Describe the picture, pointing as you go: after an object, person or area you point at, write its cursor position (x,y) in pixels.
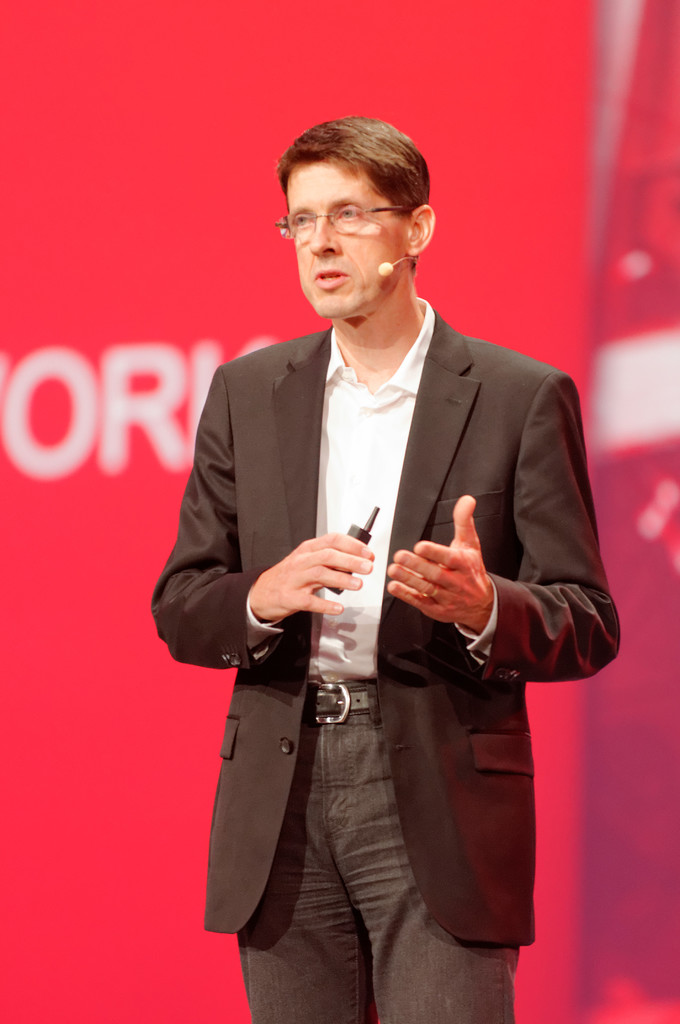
In this image we can see a man (314,646) standing on the floor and holding an electronic device (364,540) in the hand (347,543). In the background (179,190) there is an advertisement (551,215).
